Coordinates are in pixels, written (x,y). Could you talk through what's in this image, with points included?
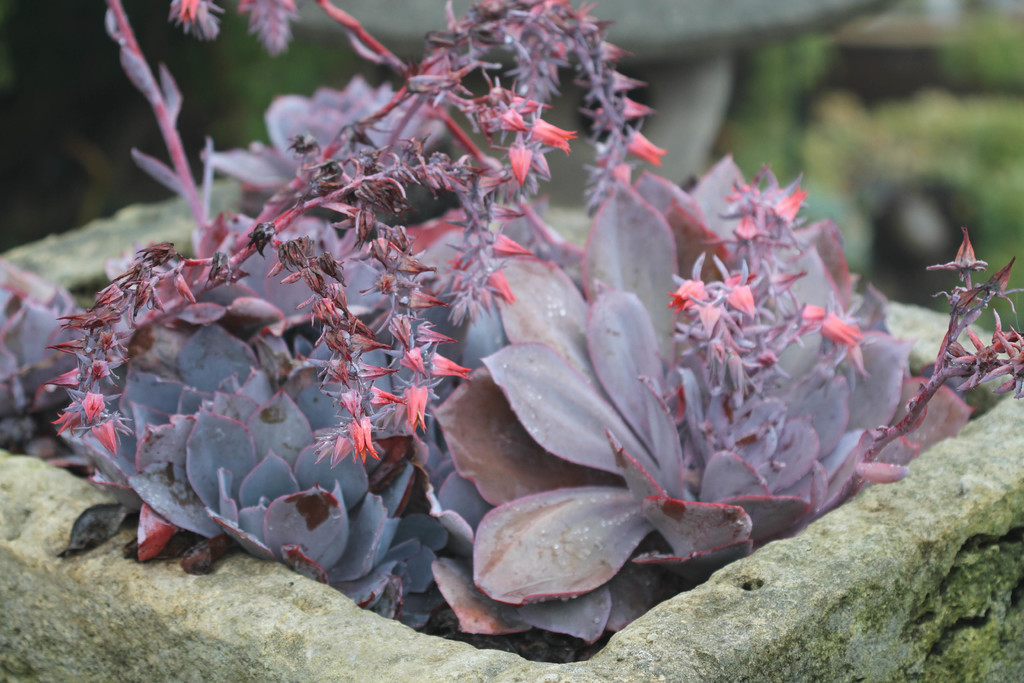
In this image I can see the plant (595,173) and few flowers (446,360) in pink color and I can see the blurred background (31,154).
